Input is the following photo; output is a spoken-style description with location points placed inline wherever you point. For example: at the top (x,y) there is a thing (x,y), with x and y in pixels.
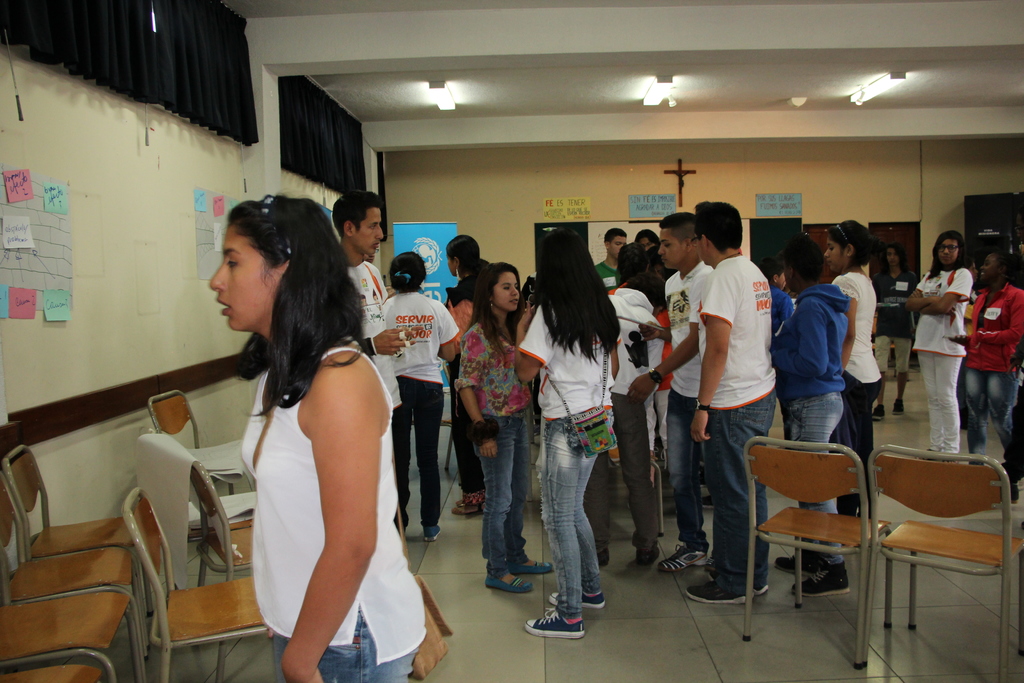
In this image in the center (362,431) there are some people (291,513) who are standing and also there are some chairs (788,475). In the background (514,206) there is a wall (644,173), doors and some boards (447,239). On the left side (87,371) there is a wall (69,369) and some papers (5,236) are stick to the wall (122,227) and curtains (245,100), at the top (769,91) there is ceiling (583,88) and some lights (442,102). At the bottom (818,637) there is a floor (717,623).
